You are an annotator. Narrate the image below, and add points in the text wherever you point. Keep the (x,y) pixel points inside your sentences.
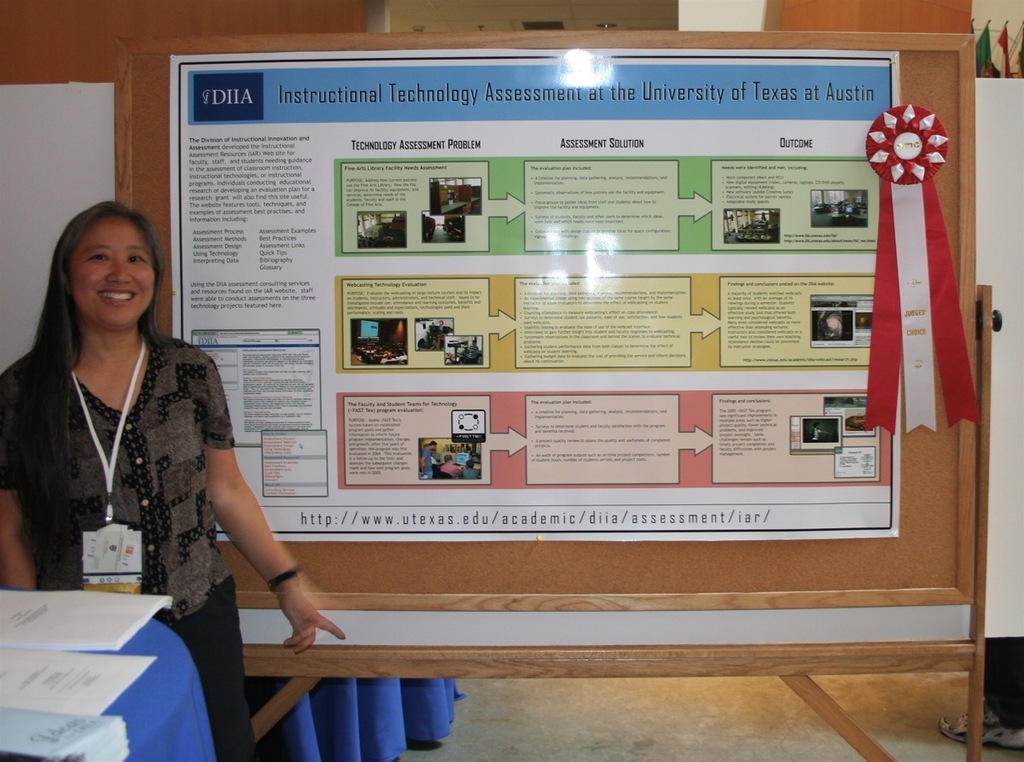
In this image we can see a woman (154,488) wearing black color dress (152,496) white color ID card (107,551) standing near the wooden board (262,713) on which there is some poster (704,215) is attached and in the foreground of the image (98,691) there is a table (164,715) on which there are some books (110,683).
